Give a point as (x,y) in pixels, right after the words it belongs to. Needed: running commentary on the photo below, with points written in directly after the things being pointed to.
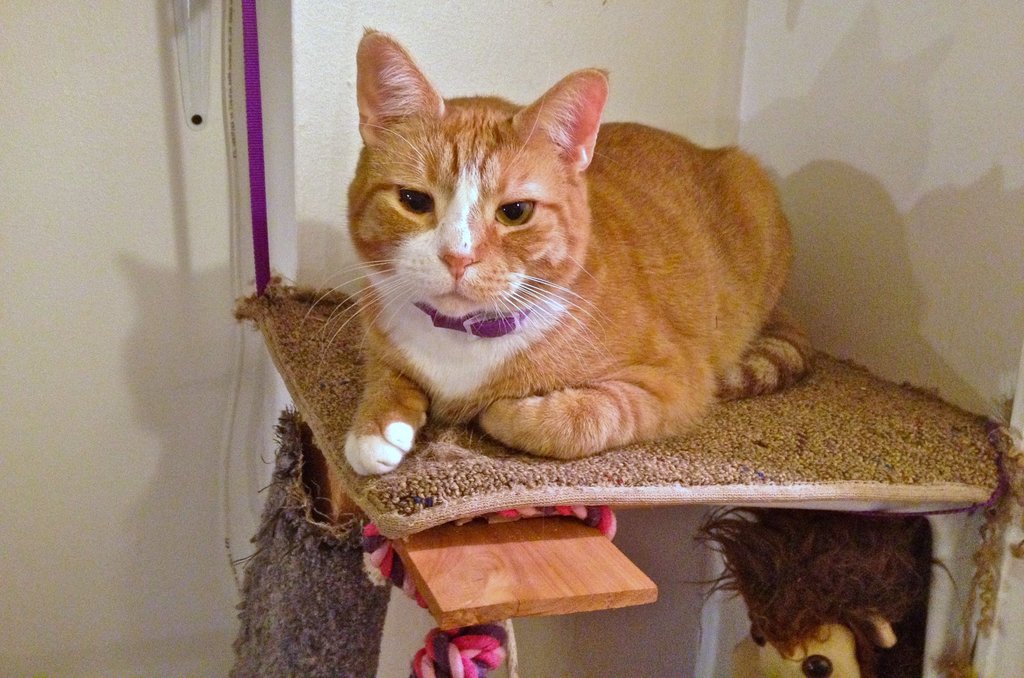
In this image, I can see a cat (663,354) sitting on a table (369,484). It looks like a mat (805,443). This is the wall (214,146). I can see a wire (236,158) and an object (197,120) hanging. At the bottom of the image (800,555), It looks like a toy (834,615).
